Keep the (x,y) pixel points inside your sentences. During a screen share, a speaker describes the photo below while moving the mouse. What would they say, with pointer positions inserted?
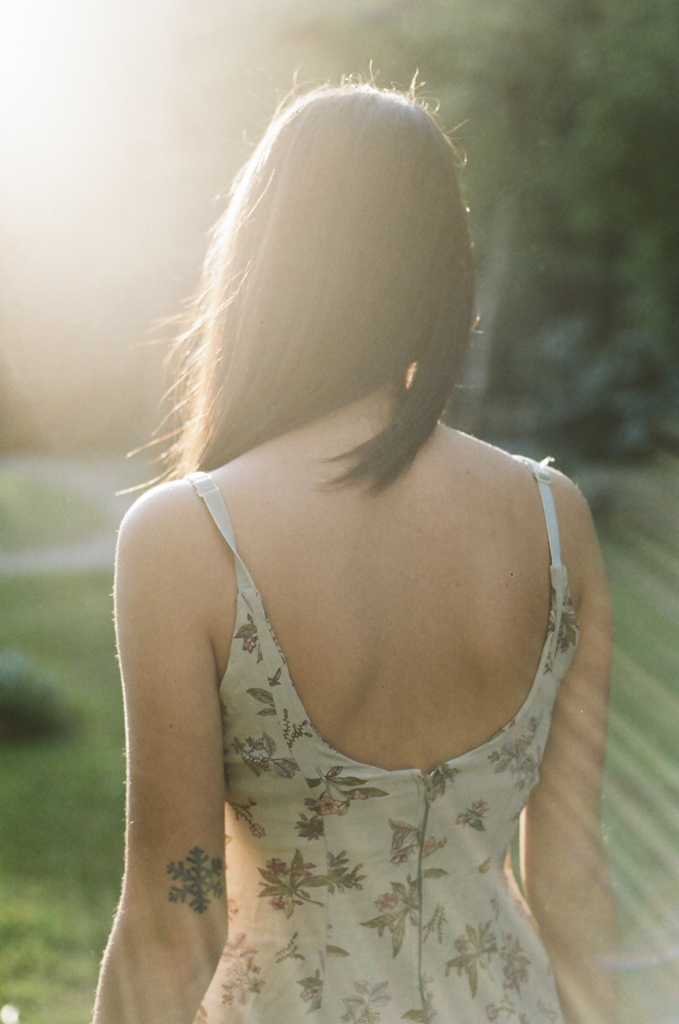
In this image there is a person (339,521) standing, the person (299,422) is truncated towards the bottom of the image (357,710), there is grass (623,719) truncated, the background of the image (599,365) is blurred.
